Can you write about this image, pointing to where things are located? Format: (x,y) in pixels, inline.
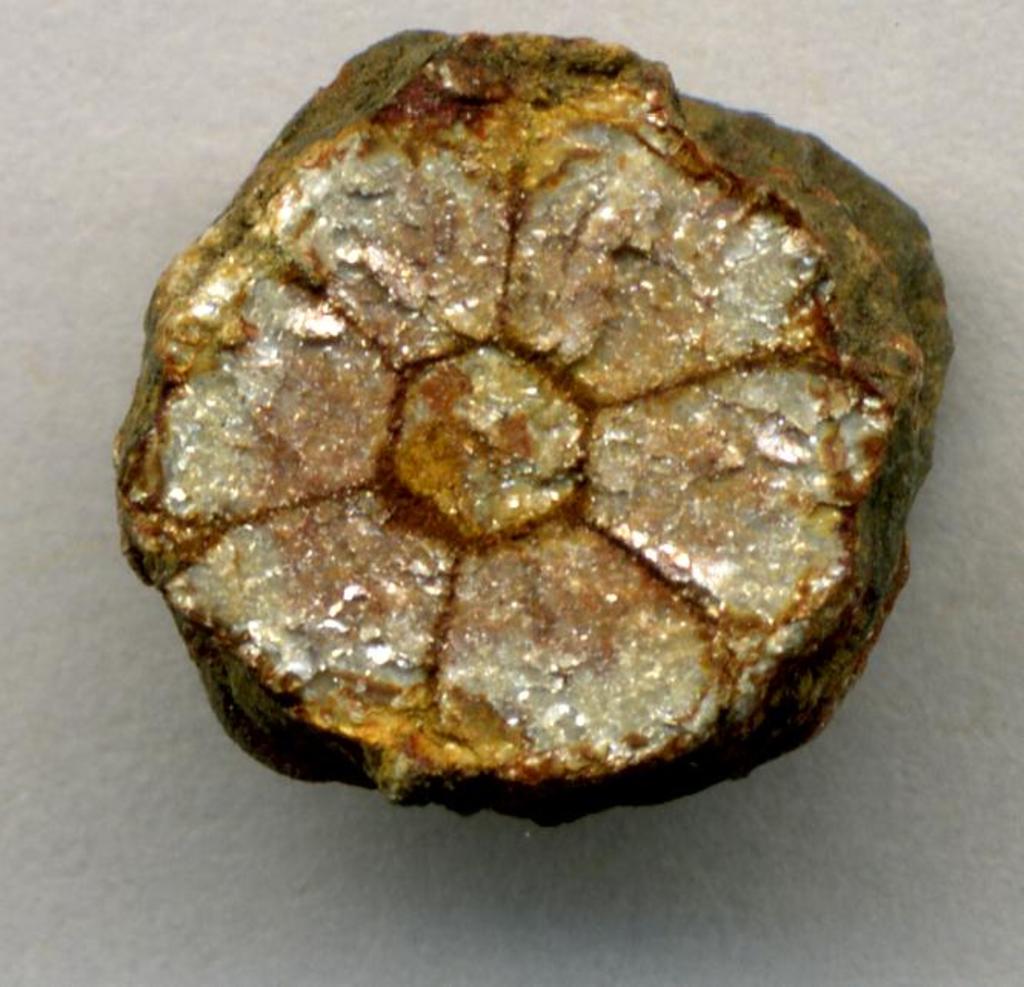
In this picture there is a rock (540,127), on a white surface (127,319).
